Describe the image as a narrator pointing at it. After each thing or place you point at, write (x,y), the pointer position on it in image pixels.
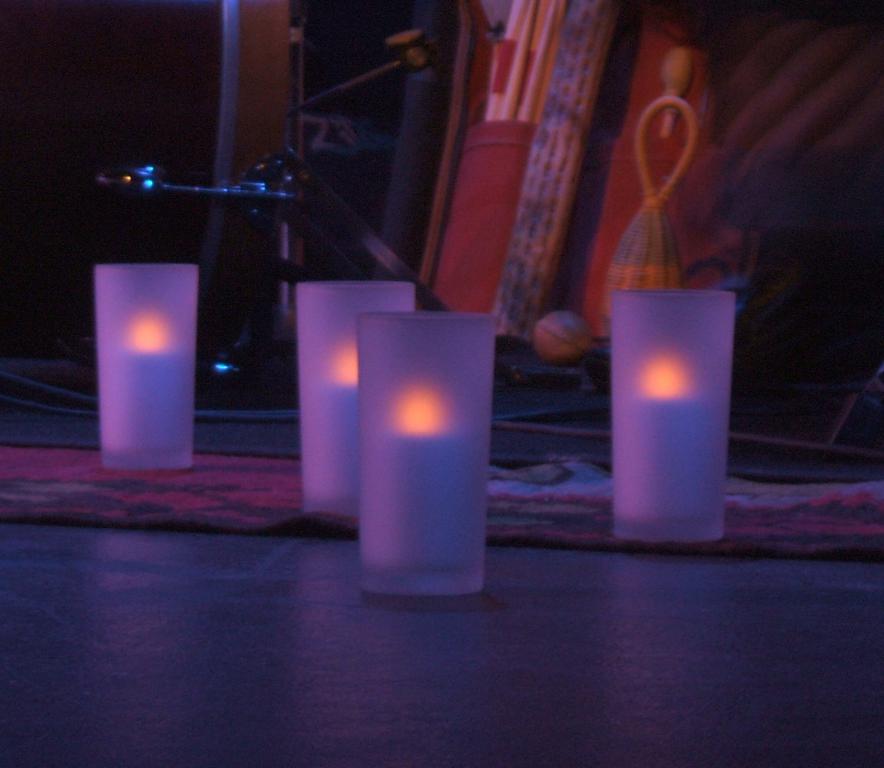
In this image in the center (347,364) there are glasses (346,371) on the ground (603,424) and in the background (558,180) there are objects (522,178) and there is a pillar (233,115).
